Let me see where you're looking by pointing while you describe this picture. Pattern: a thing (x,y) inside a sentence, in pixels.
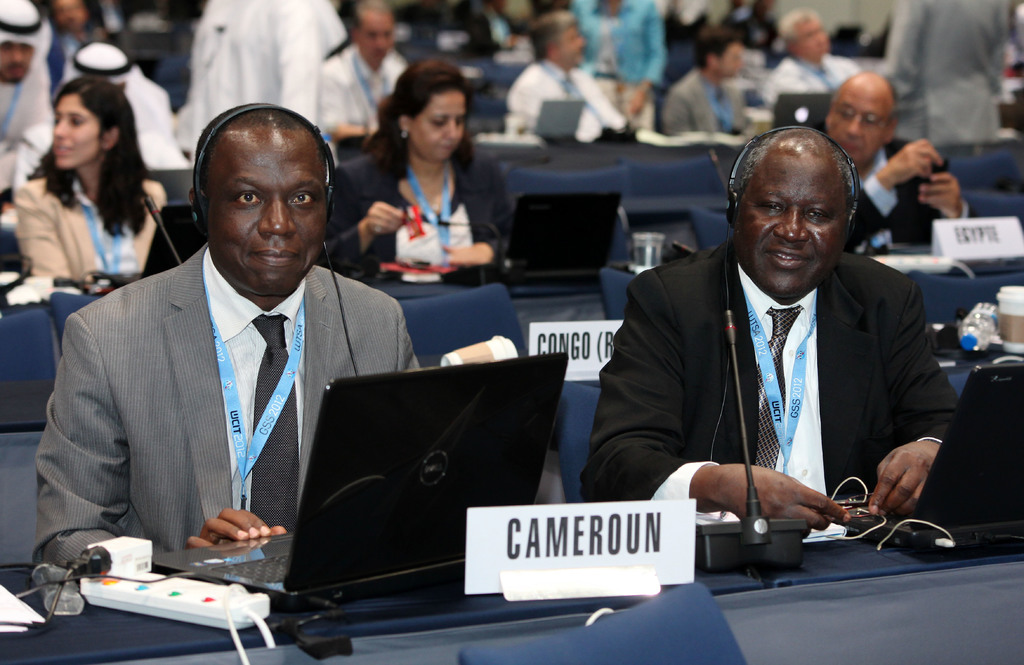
This is an inside view. Here I can see many people (431,256) are sitting on the chairs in front of the tables (449,591). Here two men (888,318) are wearing headsets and smiling by looking at the picture. On the tables (138,615) there are many laptops (331,485), microphones (700,533), name boards (615,562), cables (260,621), glasses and other objects (138,562). In the background (957,70) there are few persons (224,50) standing.
